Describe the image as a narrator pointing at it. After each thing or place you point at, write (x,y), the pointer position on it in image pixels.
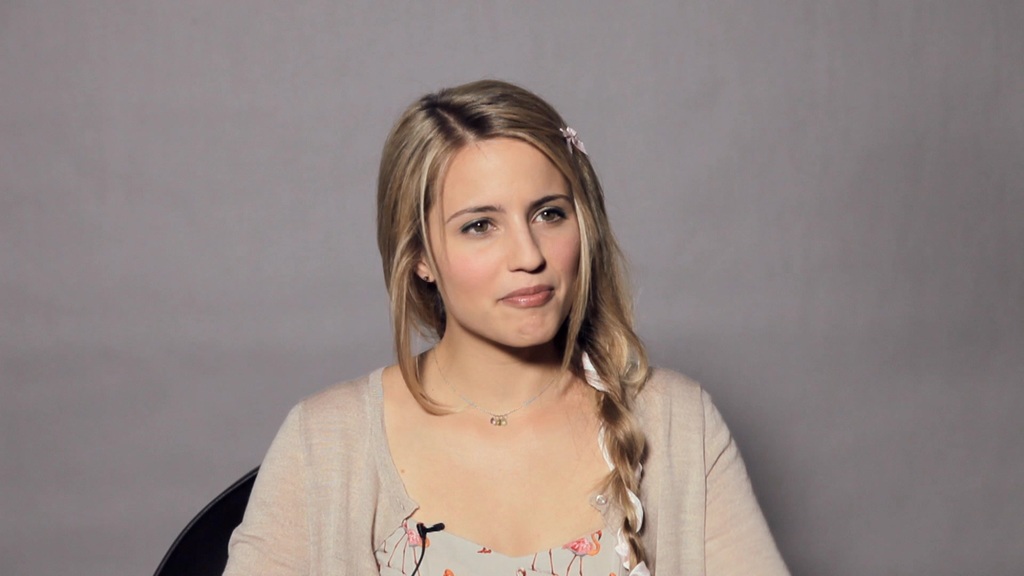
In this image we can see a woman (475,275) with a smiling face (473,154) and we can also see a light color background (52,517).
